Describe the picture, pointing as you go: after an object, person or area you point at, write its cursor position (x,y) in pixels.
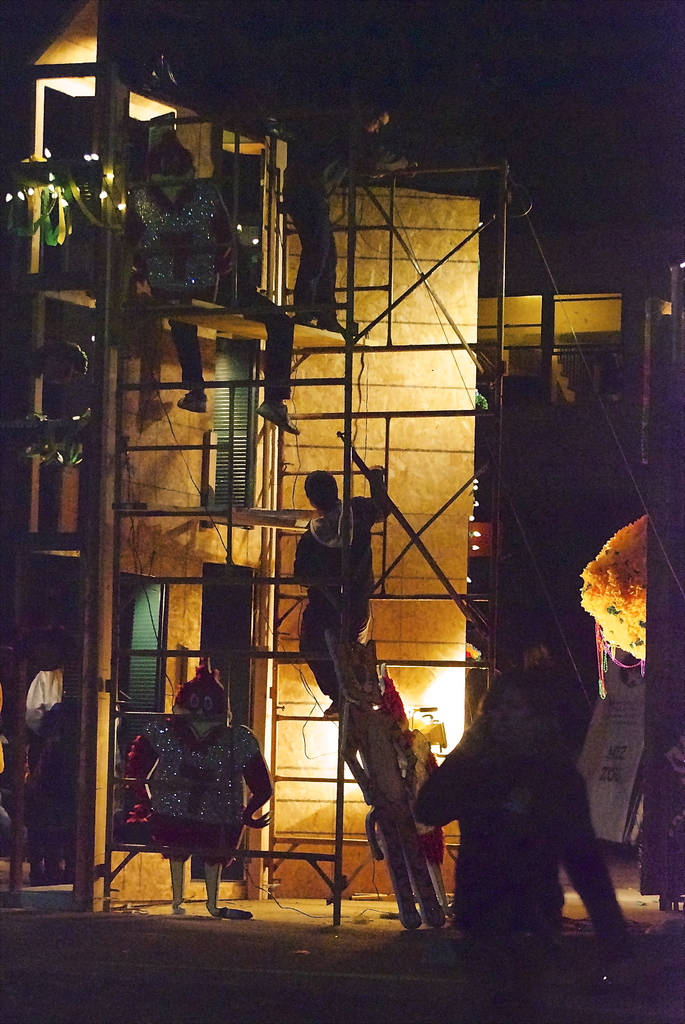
In this image, we can see some people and we can see a building (295,421).
